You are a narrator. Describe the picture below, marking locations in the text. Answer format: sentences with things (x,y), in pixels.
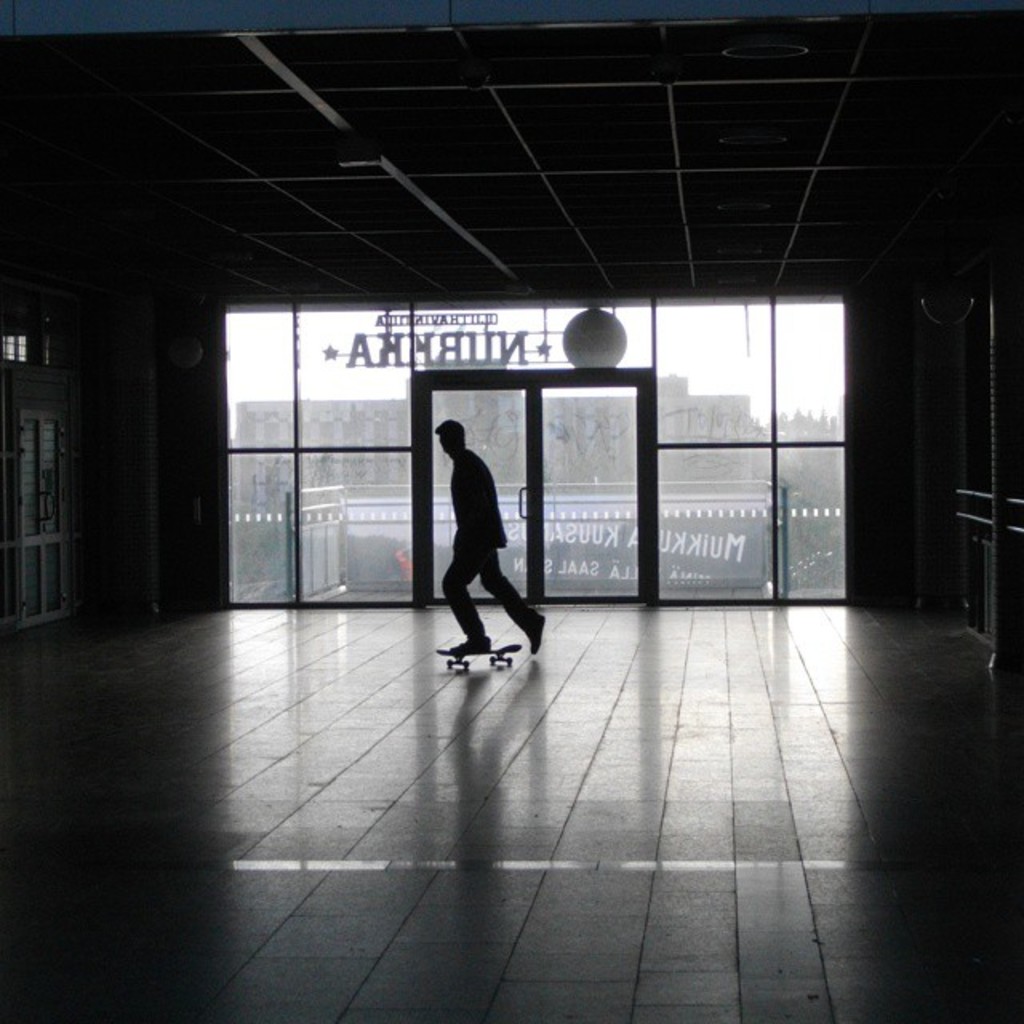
In this image I can see the dark picture in which I can see the floor (550,780), a person (461,486) standing on the skateboard (453,657), the ceiling (526,204), the door (44,511) and the glass surface (383,364) through which I can see another building (508,445) and the sky (553,357).
